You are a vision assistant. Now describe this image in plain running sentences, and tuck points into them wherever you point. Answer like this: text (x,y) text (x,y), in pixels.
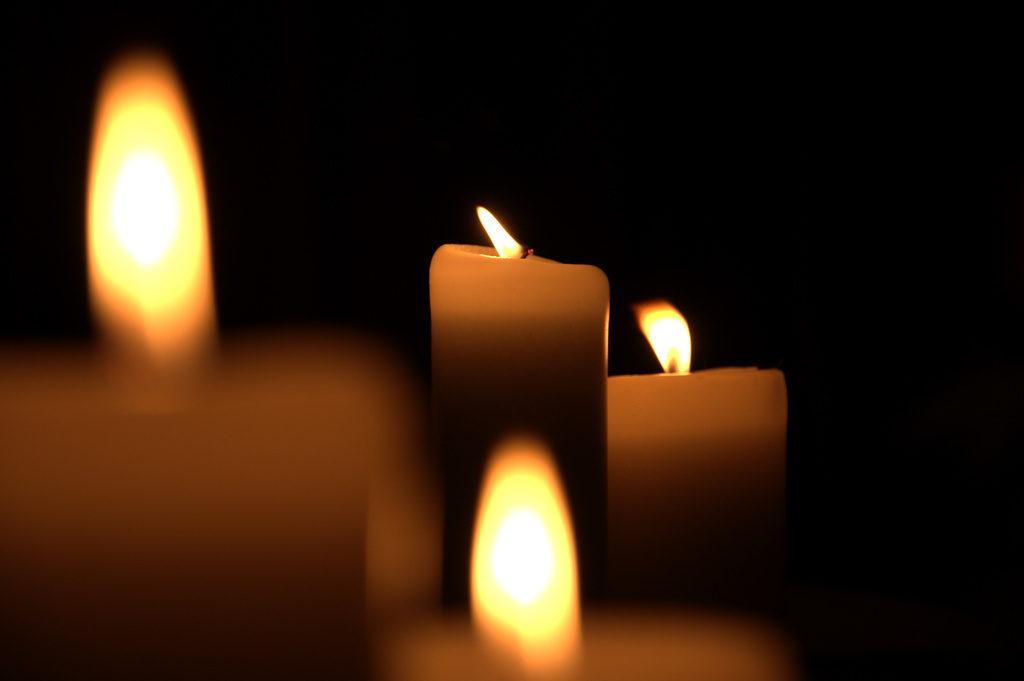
In this image we can see candles (68,402) which are lit.
